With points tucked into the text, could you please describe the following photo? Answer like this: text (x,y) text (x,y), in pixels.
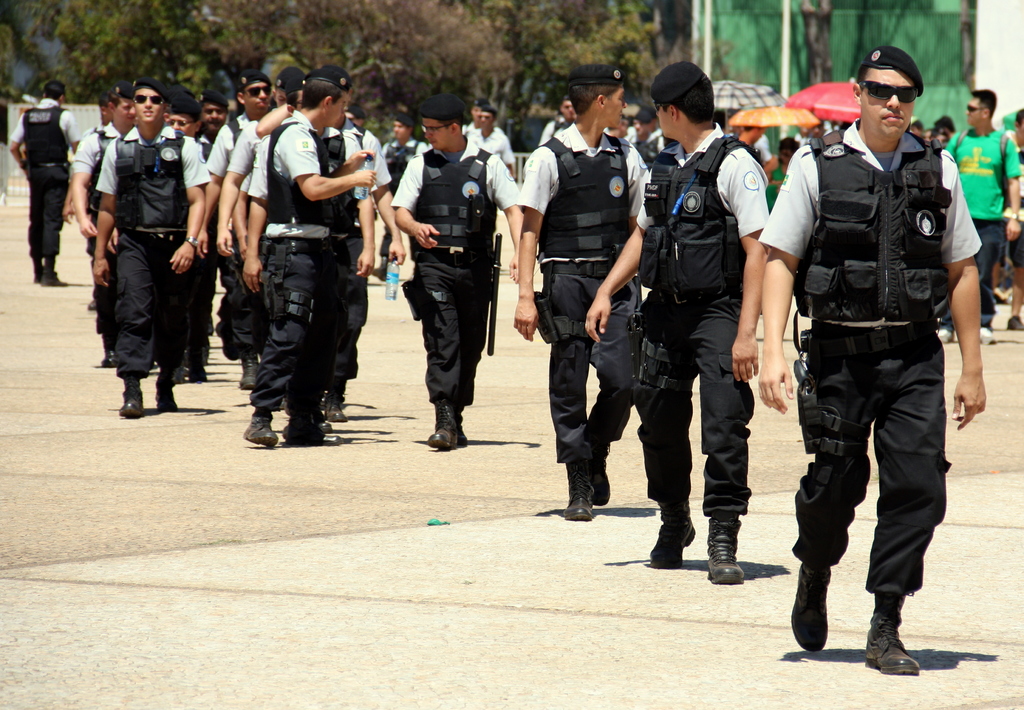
This picture is clicked outside. In the foreground (155,296) we can see the group of people (736,204) wearing uniforms (885,224), hats (131,83) and seems to be walking on the ground (1009,535) and we can see the two people (313,172) wearing uniforms (330,153), holding the bottles (387,277) and seems to be walking on the ground (406,457). In the background (375,26) we can see the trees (484,29), umbrellas (788,111), group of people (962,140) and some objects (838,28) and the metal rods (785,42).
